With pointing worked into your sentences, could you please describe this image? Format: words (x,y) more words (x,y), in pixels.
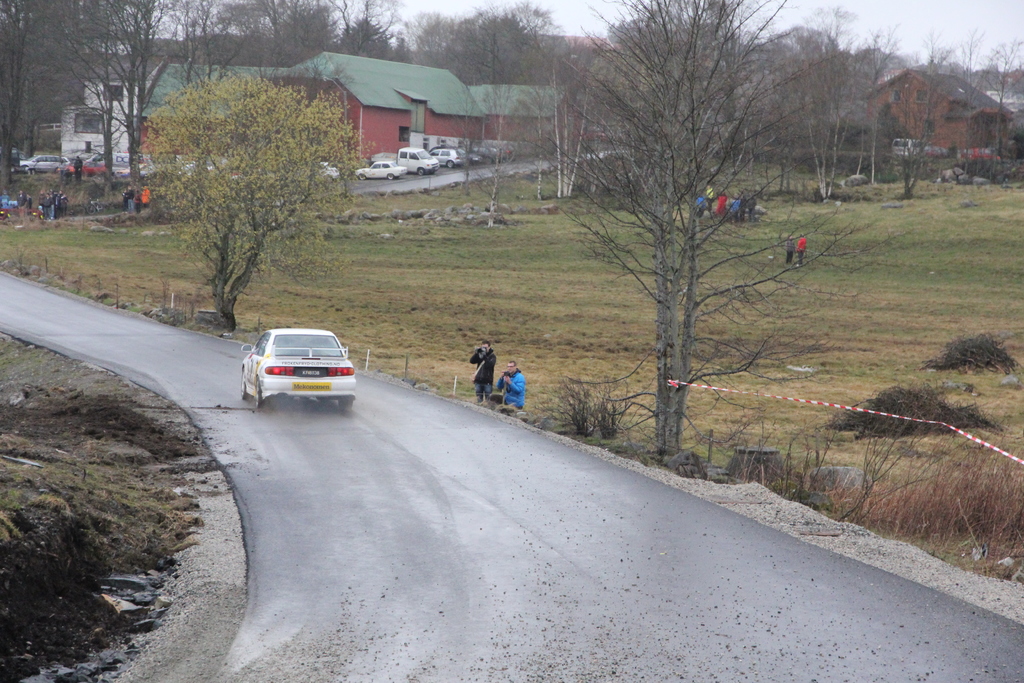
In this image we can see many houses (448,108). There are many trees (275,131) and plants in the image. There is a grassy land (829,294) in the image. There are few vehicles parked in the image. A car (323,354) is moving on the road (453,486). There are few people (484,375) in the image.
